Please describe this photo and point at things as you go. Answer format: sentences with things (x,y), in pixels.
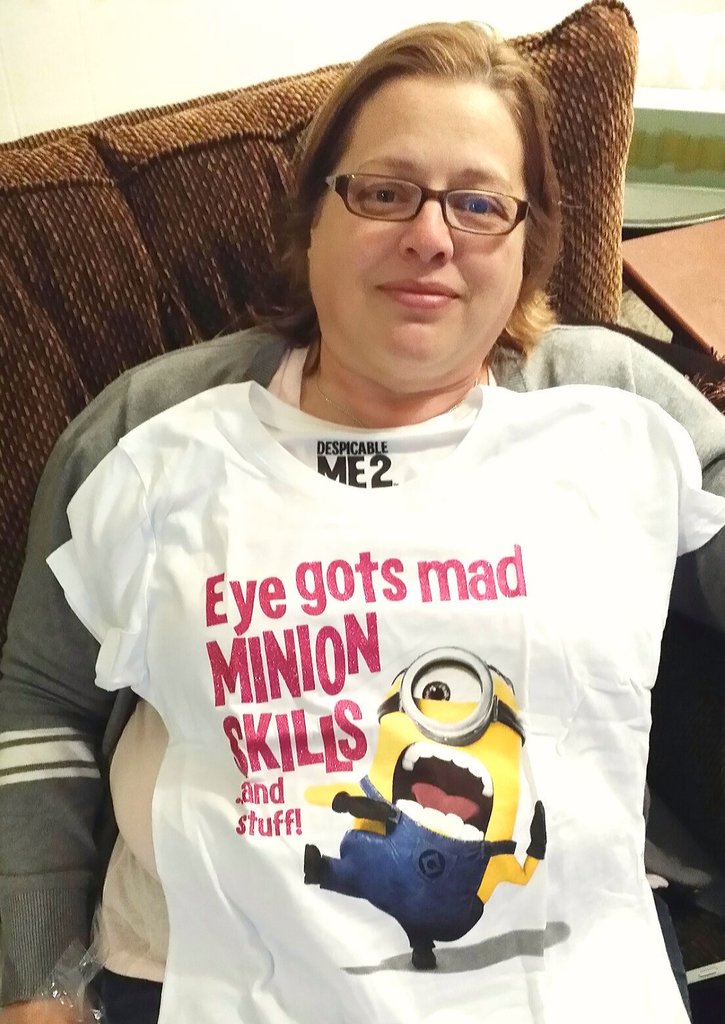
In this image there is a woman (305,245) sitting on chair (266,245) with a white T-shirt (492,416).
